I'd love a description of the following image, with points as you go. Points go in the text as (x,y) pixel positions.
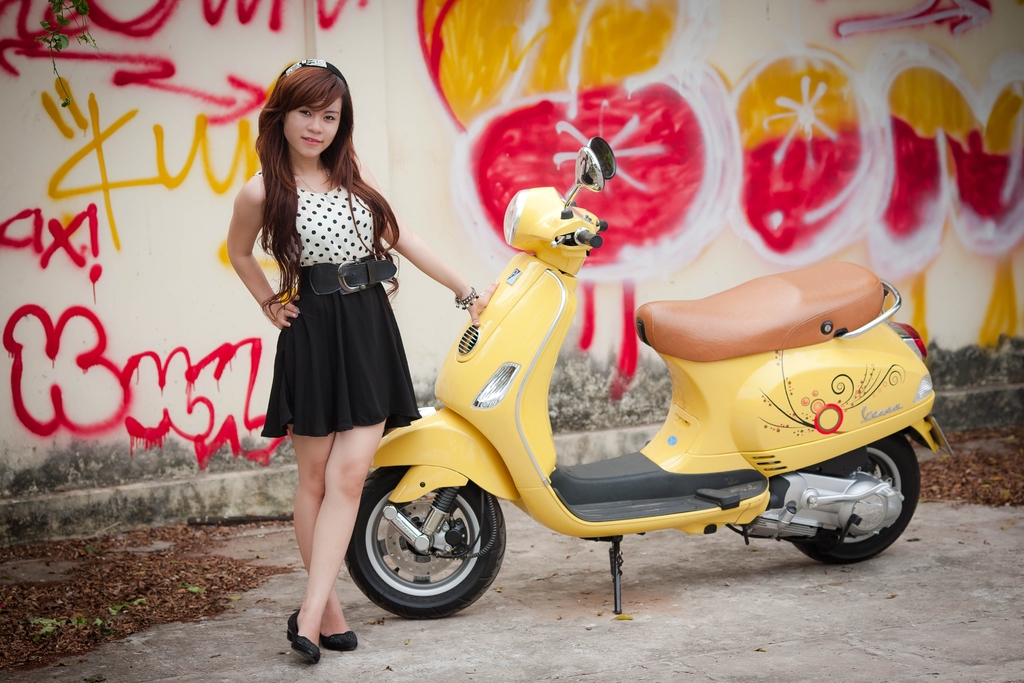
In this image we can see a woman (327,382) standing beside a scooter (636,518) and in the background (636,156) there is a wall (687,128) with text (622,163) and design (750,158).
